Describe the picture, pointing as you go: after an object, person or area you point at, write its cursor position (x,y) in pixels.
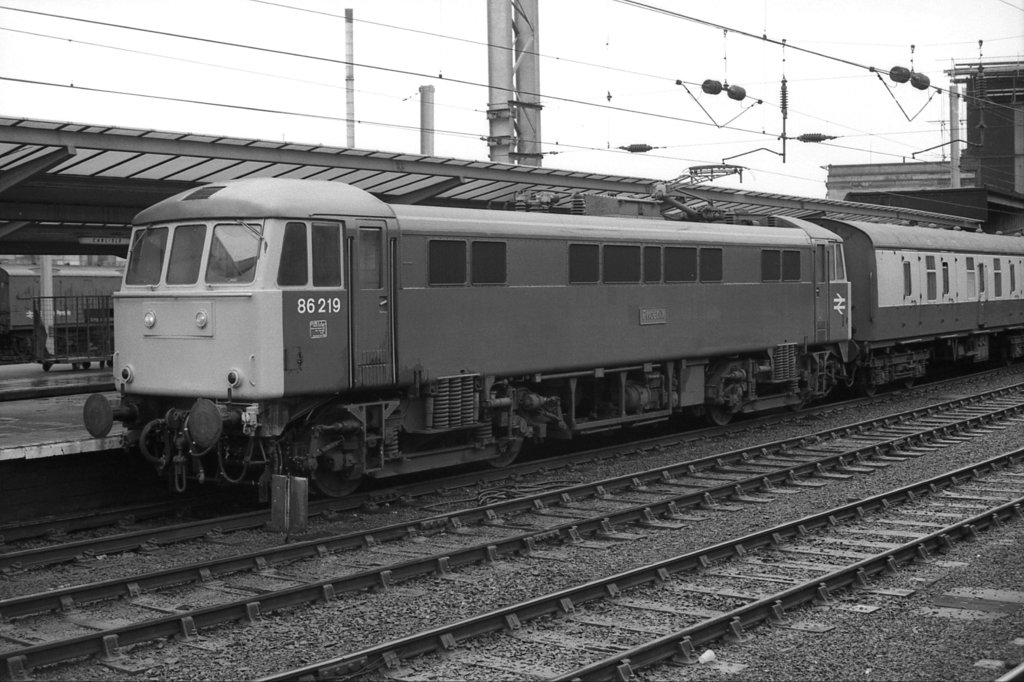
In this image in the middle (363,331) there are railway tracks (780,571) and there is a train (569,322) on the railway track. In the background (554,175) there is a shelter (546,187), there are poles (952,177), wires (573,145) and on the right side (932,182) there is a building (969,168) and there is an object (23,287) which is visible in the background (68,289) behind the shelter (85,236).
